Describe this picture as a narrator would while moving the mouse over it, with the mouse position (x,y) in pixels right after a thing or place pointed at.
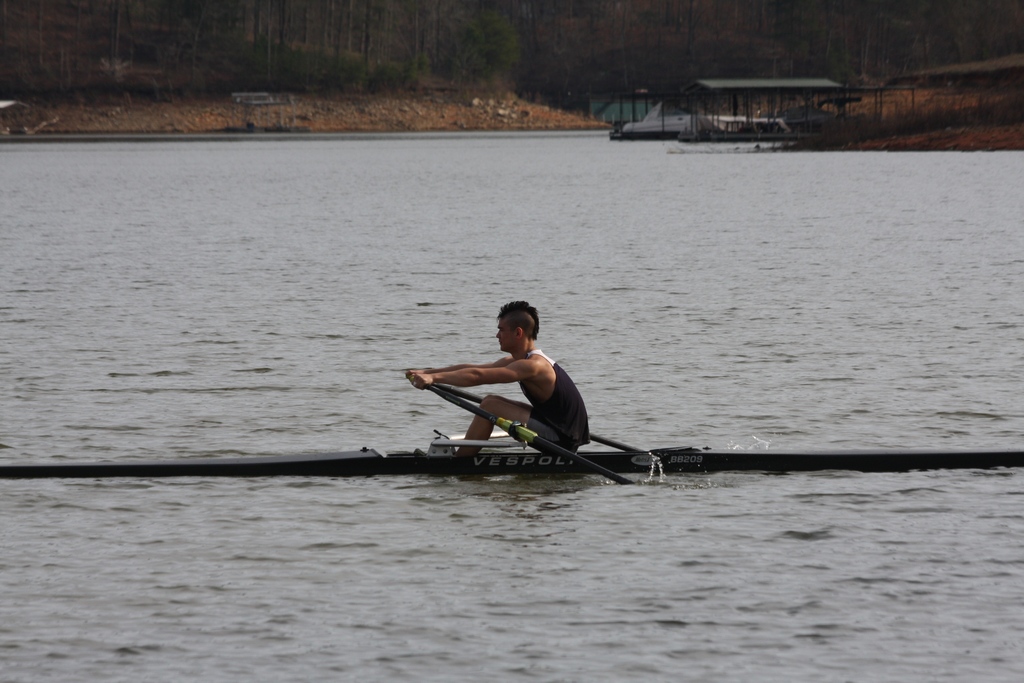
This picture describe about a man (539,391) wearing a black color sleeveless shirt (569,400) riding a small boat (407,452) in the water (561,511). Behind we can see two more boat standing in the water (721,143). In the background (518,34) we can see some trees (680,78).
